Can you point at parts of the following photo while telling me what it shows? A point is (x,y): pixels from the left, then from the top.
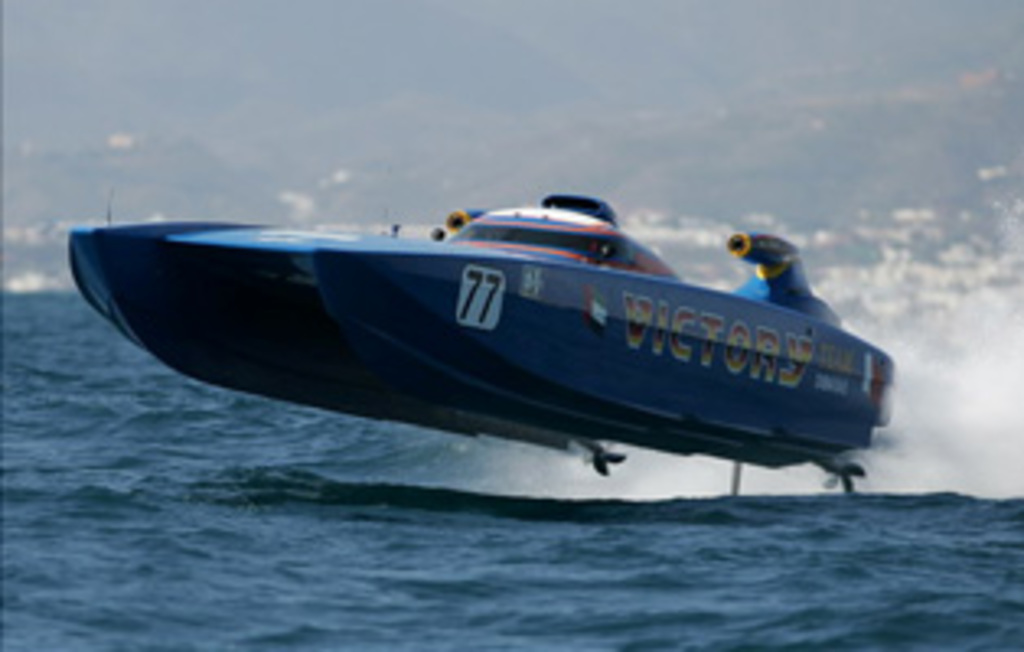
In this picture we can see boat (305,276) above the water (243,515). In the background of the image (605,101) it is blurry.
